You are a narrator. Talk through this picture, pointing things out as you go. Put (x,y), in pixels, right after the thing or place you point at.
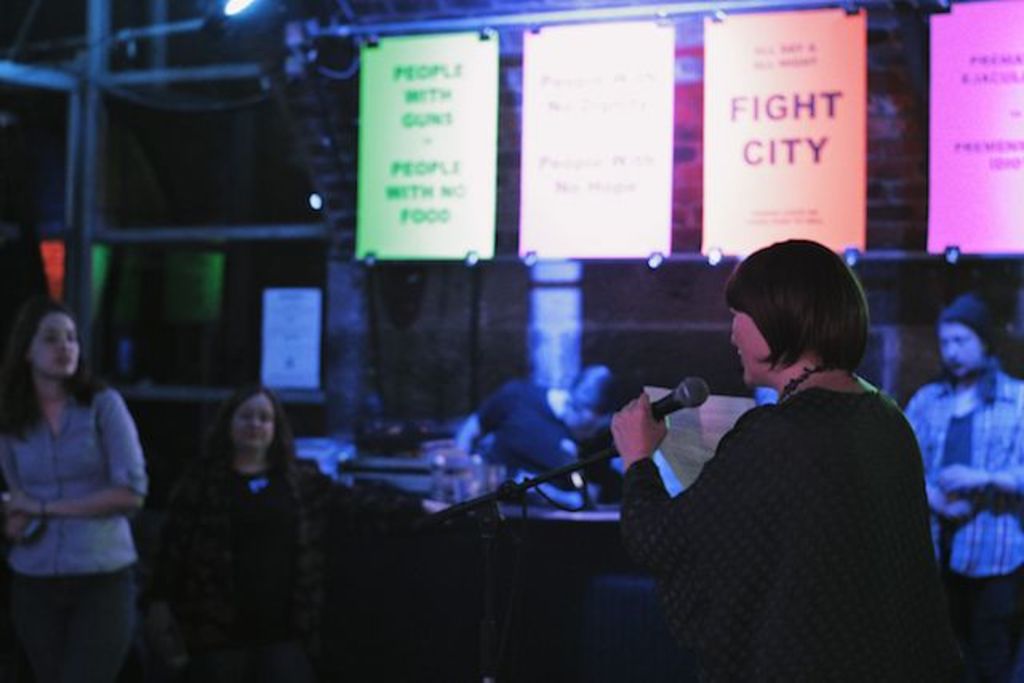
This is an image clicked in the dark. On the right side (779,483) I can see a woman (763,507) standing and holding a mike (662,399) in the hand (638,426). In the background (206,445) there are some people (112,504) are standing and looking at this woman (853,547). On the top of the image (783,156) I can see some posters (930,147) are hanging to a metal rod (382,25).
